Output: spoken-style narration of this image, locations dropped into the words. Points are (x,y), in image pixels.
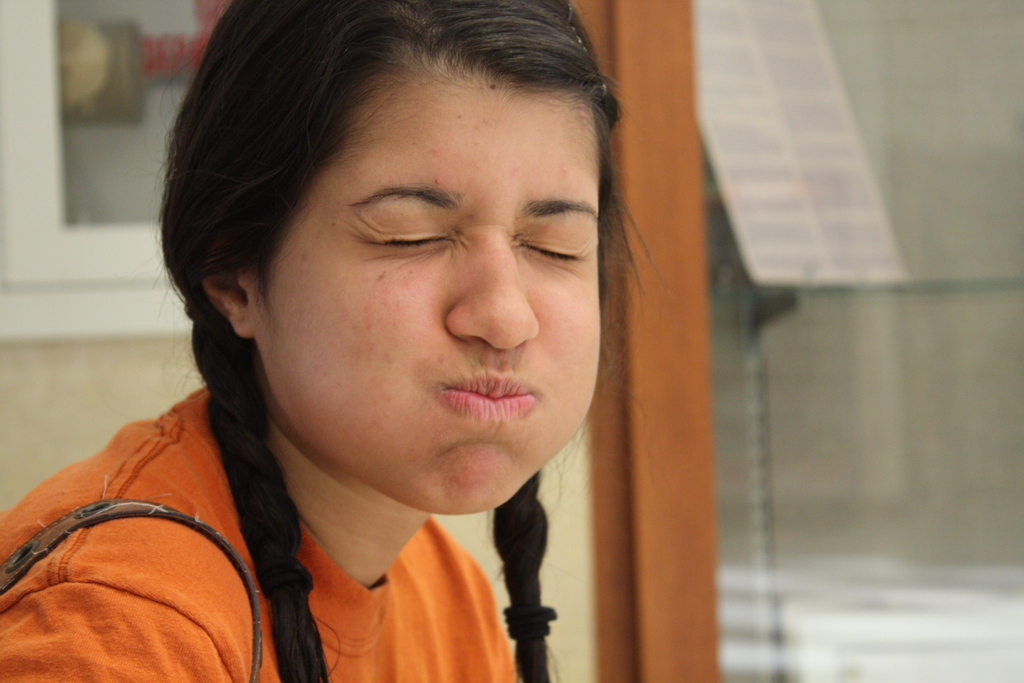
In this image there is a girl (428,681) sitting, in the background (879,398) it is blurred.
